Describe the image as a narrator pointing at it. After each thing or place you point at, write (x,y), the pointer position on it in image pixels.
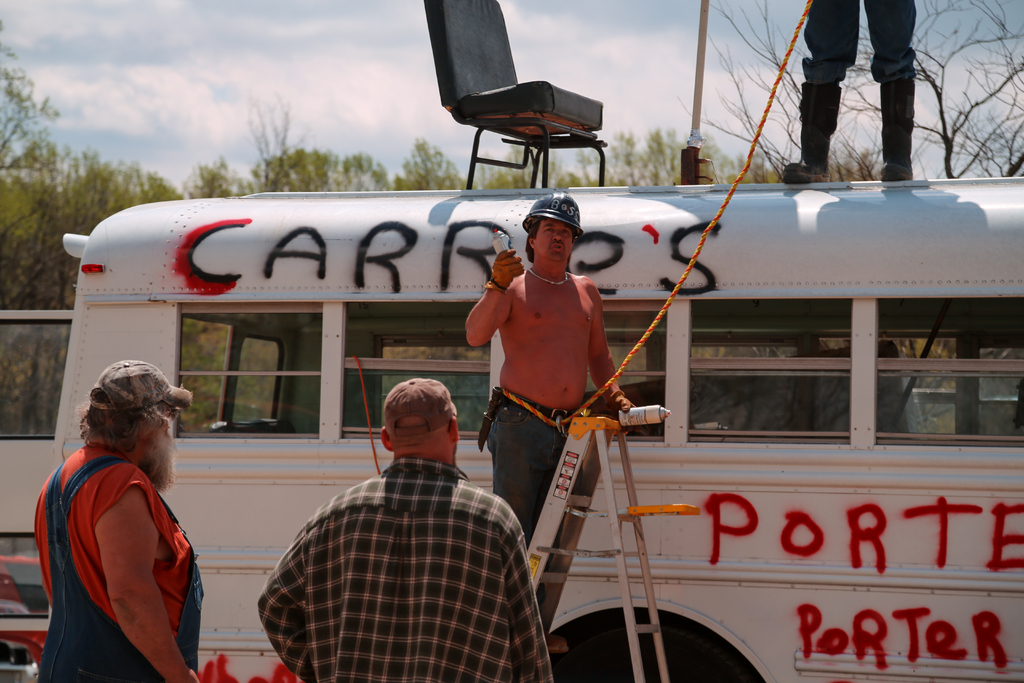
In this image i can see 2 persons (375,559) standing and wearing a hat (394,422), i can see a person (502,422) standing on the ladder (564,461) is wearing a helmet (553,214) and holding a bottle (507,233) in his hand (511,255). In the background (481,249) i can see a bus (481,249) on which there is a chair (514,135), a pole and a person (909,20) standing. i can also see few trees (20,187) and the sky (312,88) in the background (251,79).
